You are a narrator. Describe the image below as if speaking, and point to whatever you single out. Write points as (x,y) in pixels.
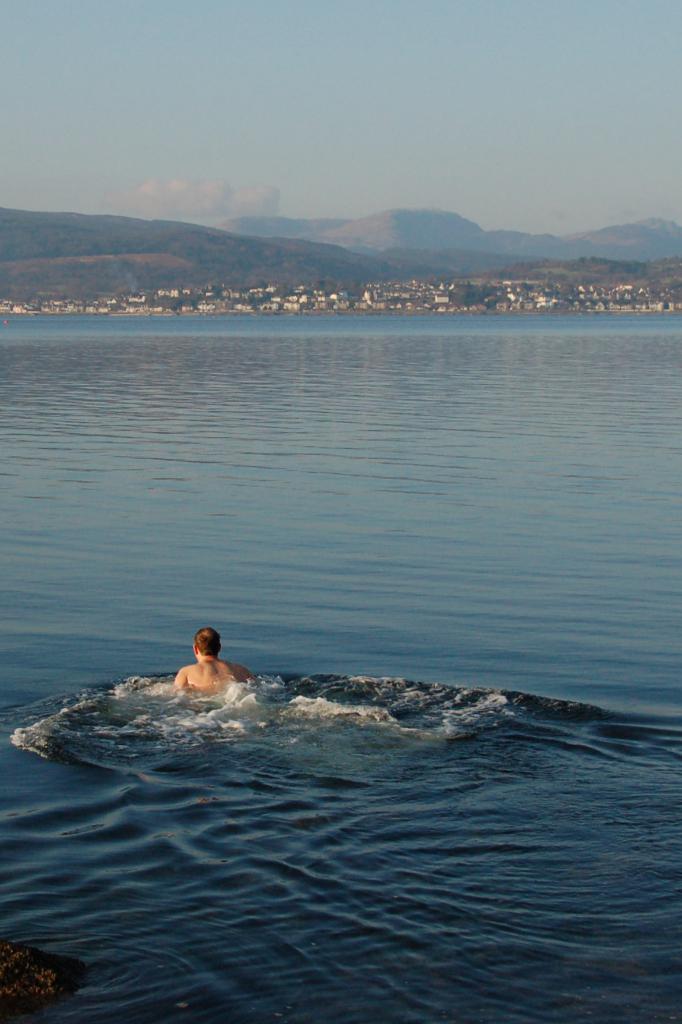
At the bottom of the image (230,739) there is water (179,746), in the water (250,687) a person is swimming. In the middle of the image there are some buildings (255,310) and hills (46,287). At the top of the image (265,206) there are some clouds (179,206) and sky (67,121).
